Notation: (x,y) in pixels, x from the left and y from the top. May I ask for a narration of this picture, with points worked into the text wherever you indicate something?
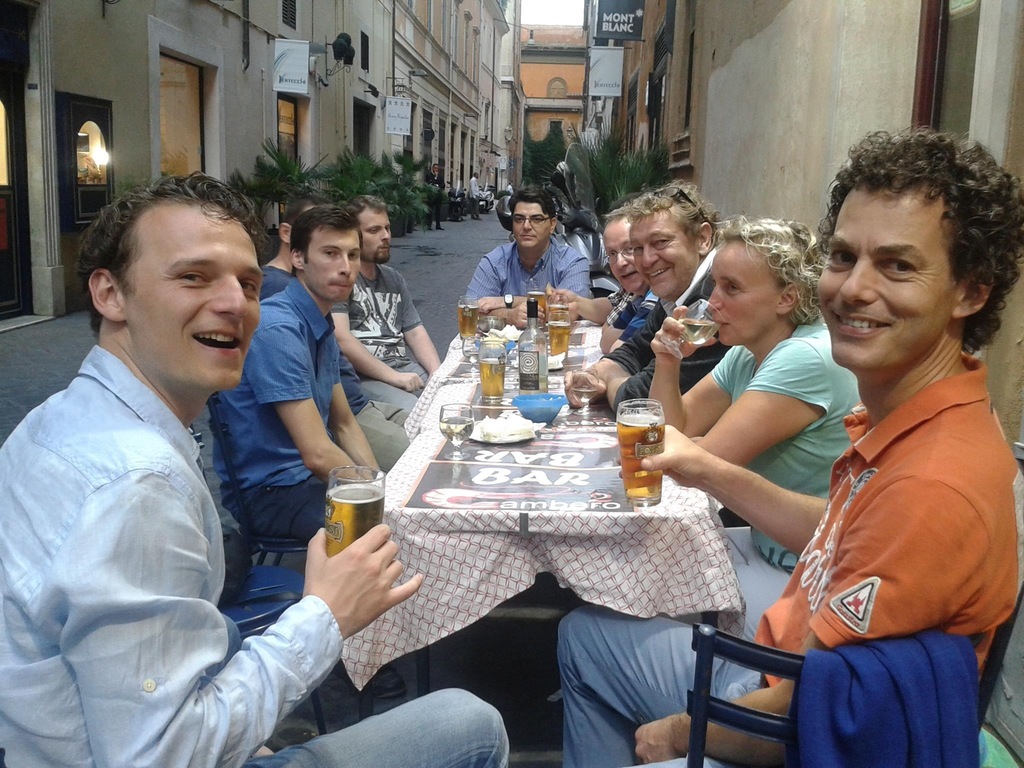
There are group of people (418,320) sitting on the chairs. This is a table (497,504) covered with a cloth (505,515). There is a plate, bowl (526,410), wine glass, beer tumbler (488,395) and a bottle (543,386) placed on the table (577,491). At background (323,198) I can see buildings (432,68), plants (278,167) and few people (436,204) standing. These are the small banners (603,60) attached to the pole (588,73).
